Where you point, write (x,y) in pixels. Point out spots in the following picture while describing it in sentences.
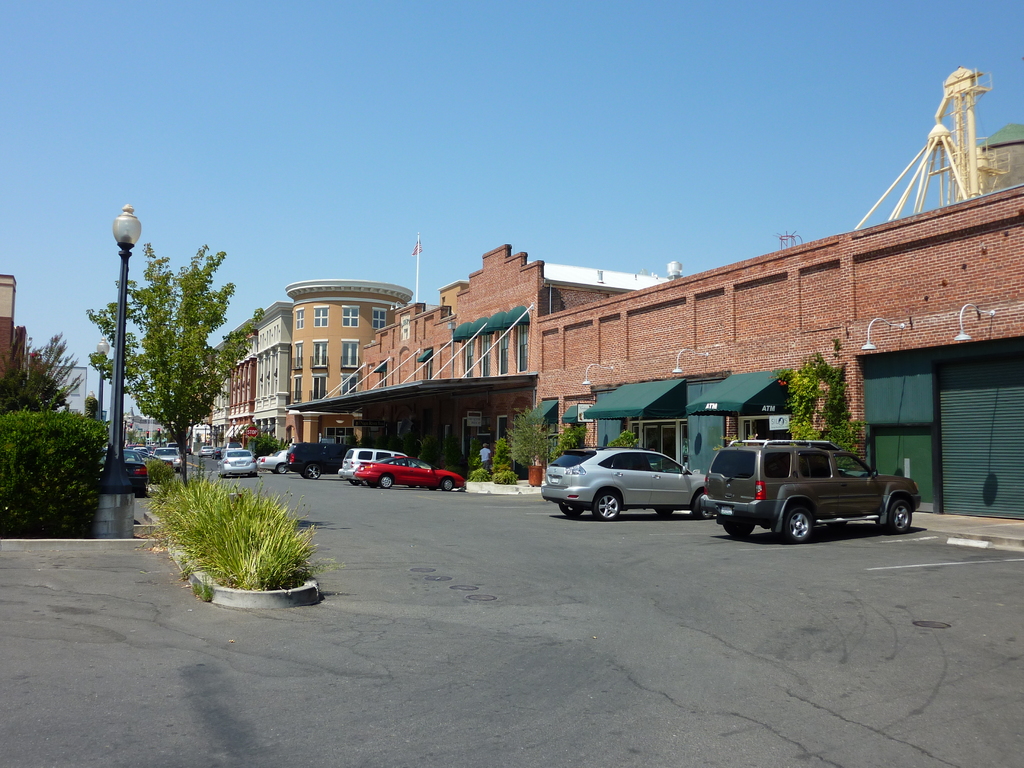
In this image we can see some cars (877,497) on the road (455,549) and the trees (178,319) and the street light (118,384) and some buildings (681,397) with windows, at the top we can the sky (380,133).
